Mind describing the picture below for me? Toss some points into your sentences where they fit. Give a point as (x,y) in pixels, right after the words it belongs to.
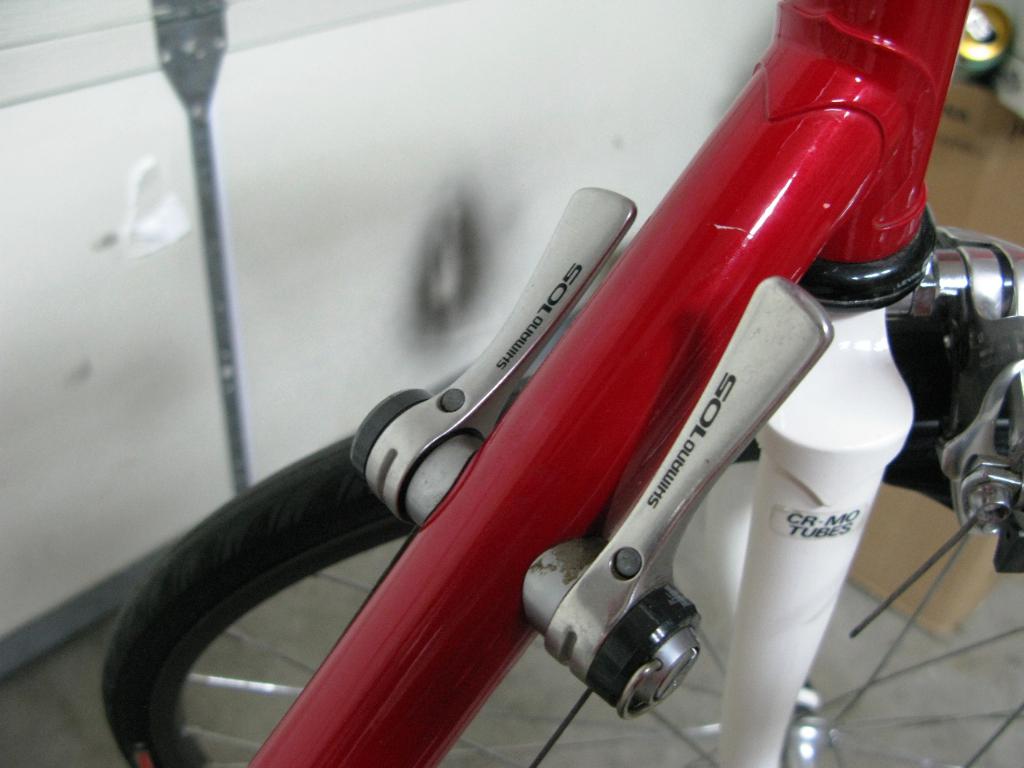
In this image we can see a partial part of the bicycle (803,647) and the background (71,193) is blurred.
